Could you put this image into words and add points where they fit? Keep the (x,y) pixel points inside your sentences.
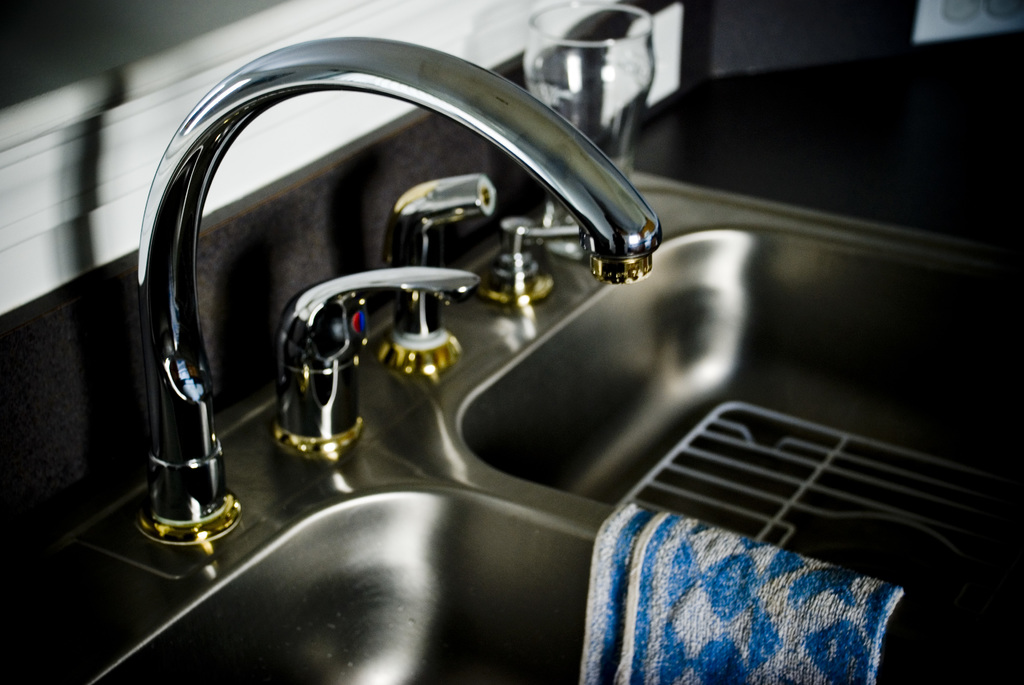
In this image we can see sinks (809,470), there are taps (449,202), a glass (617,79), a towel (685,681), and also we can see the wall (808,22).
